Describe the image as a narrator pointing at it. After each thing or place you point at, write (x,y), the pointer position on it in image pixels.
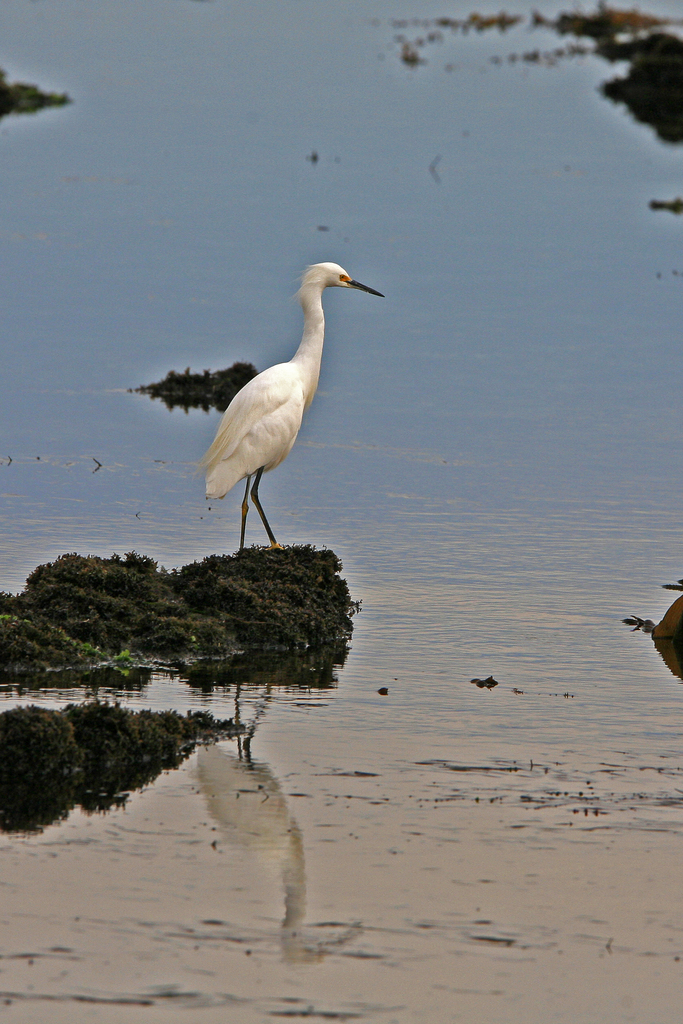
In the picture we can see a bird (326,268) and there is water (277,91).
